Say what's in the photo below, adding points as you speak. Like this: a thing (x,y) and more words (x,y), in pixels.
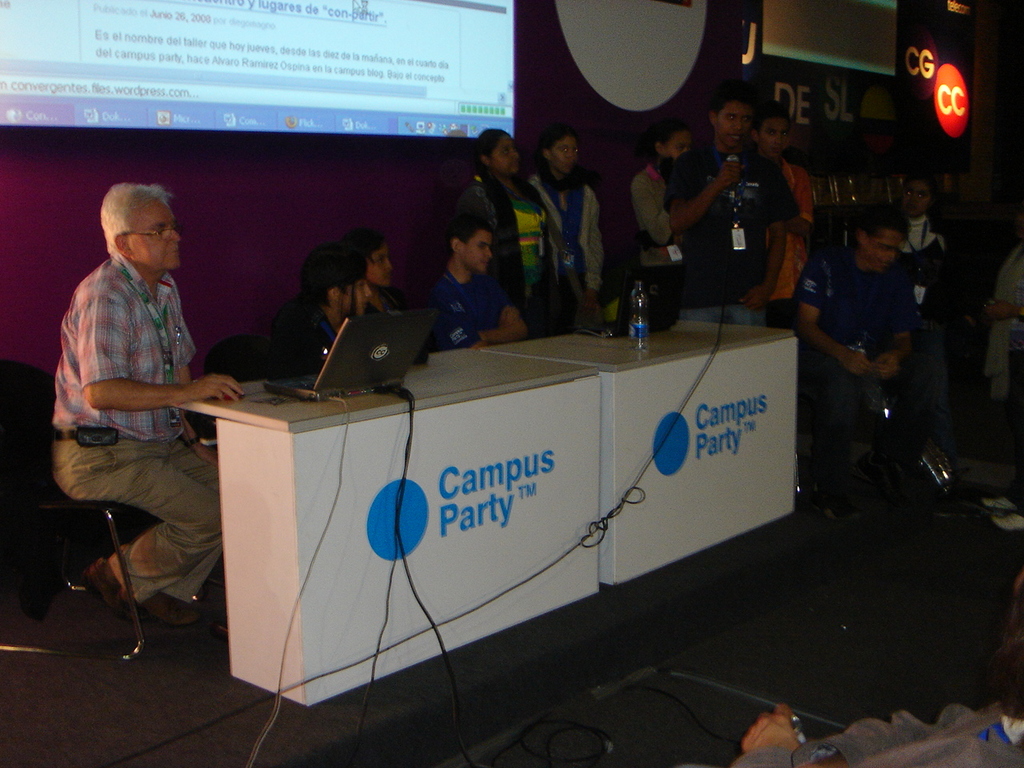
There is stage (396,703). On that there is a table (508,351) and something is written on that. On the table (471,358) there is a laptop (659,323) and a bottle (637,319). Beside that some people (310,308) are sitting and standing. And a person (725,199) is holding a mic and standing. In the back (371,174) there's a wall (623,108). On that there is a screen (415,69) and something is written on that.
